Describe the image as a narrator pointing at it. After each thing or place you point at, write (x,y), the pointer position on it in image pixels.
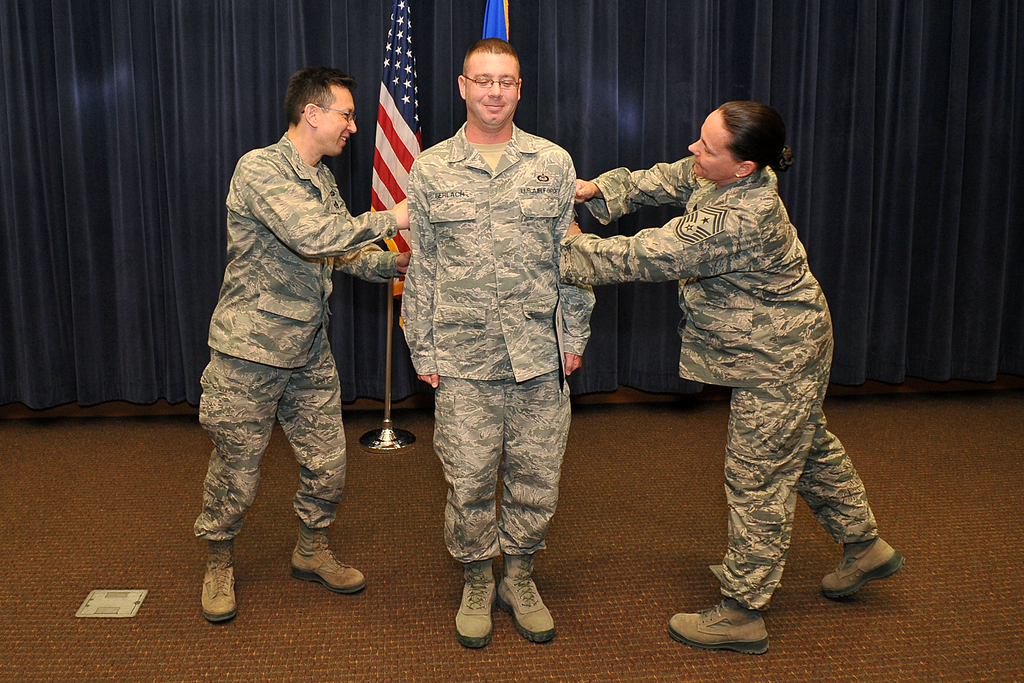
In the image there is a man (473,221) in camouflage dress (487,359) standing in the middle (514,447) with a man (292,344) and woman (743,176) standing either side of him holding him, behind them there are flags (395,129) followed by a curtain (855,82) behind it.
